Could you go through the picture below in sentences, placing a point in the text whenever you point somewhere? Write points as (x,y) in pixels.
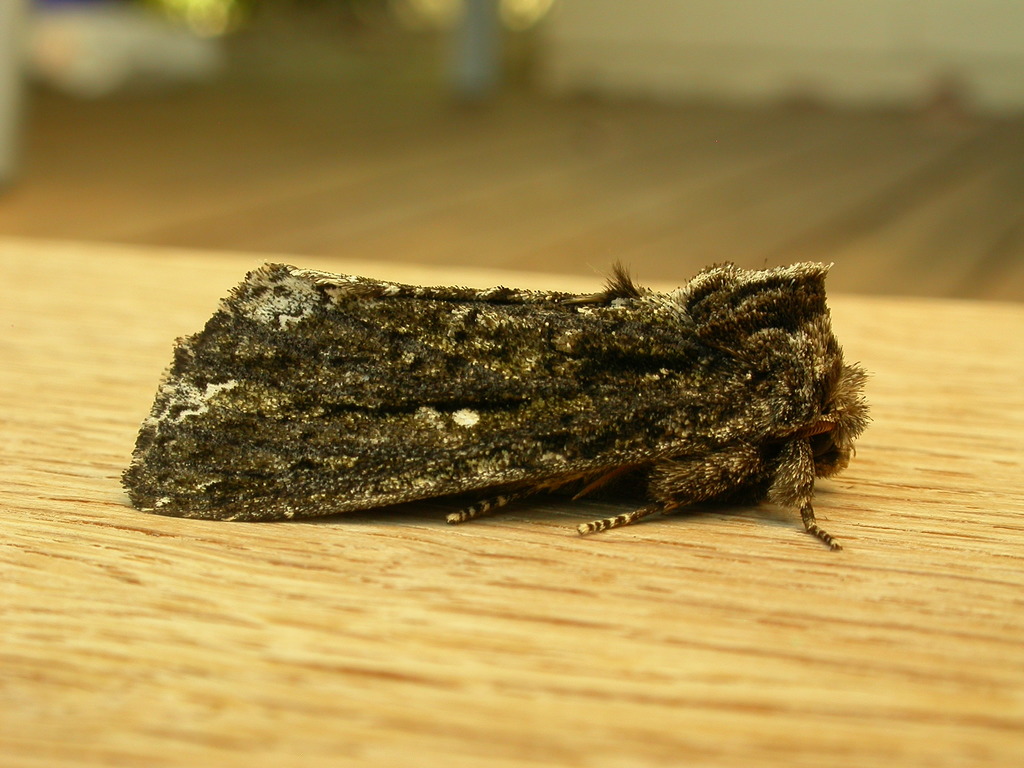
In the image we can see an insect (565,392) on the wooden surface (861,534) and the background (419,192) is blurred.
